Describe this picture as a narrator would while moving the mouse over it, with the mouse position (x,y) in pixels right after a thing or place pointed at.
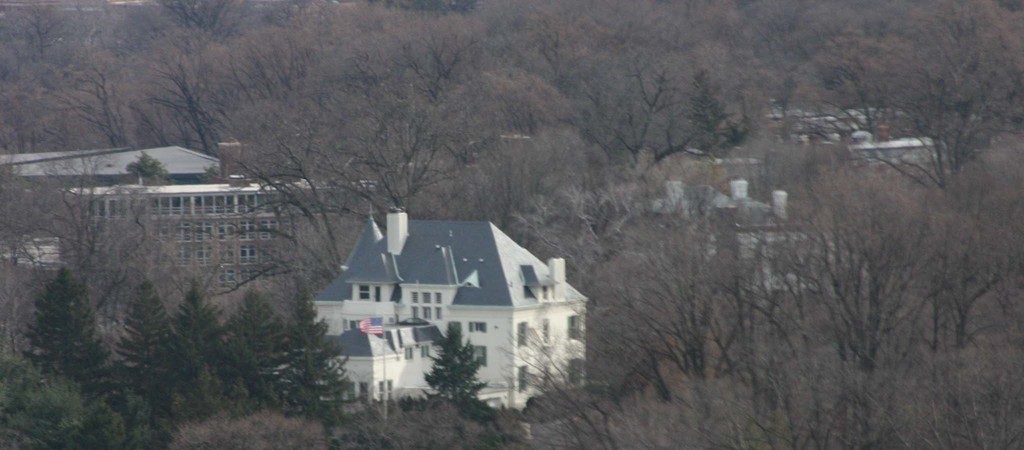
In this image we can see some buildings (506,248), windows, a flag (376,332), there are some trees (493,195).
